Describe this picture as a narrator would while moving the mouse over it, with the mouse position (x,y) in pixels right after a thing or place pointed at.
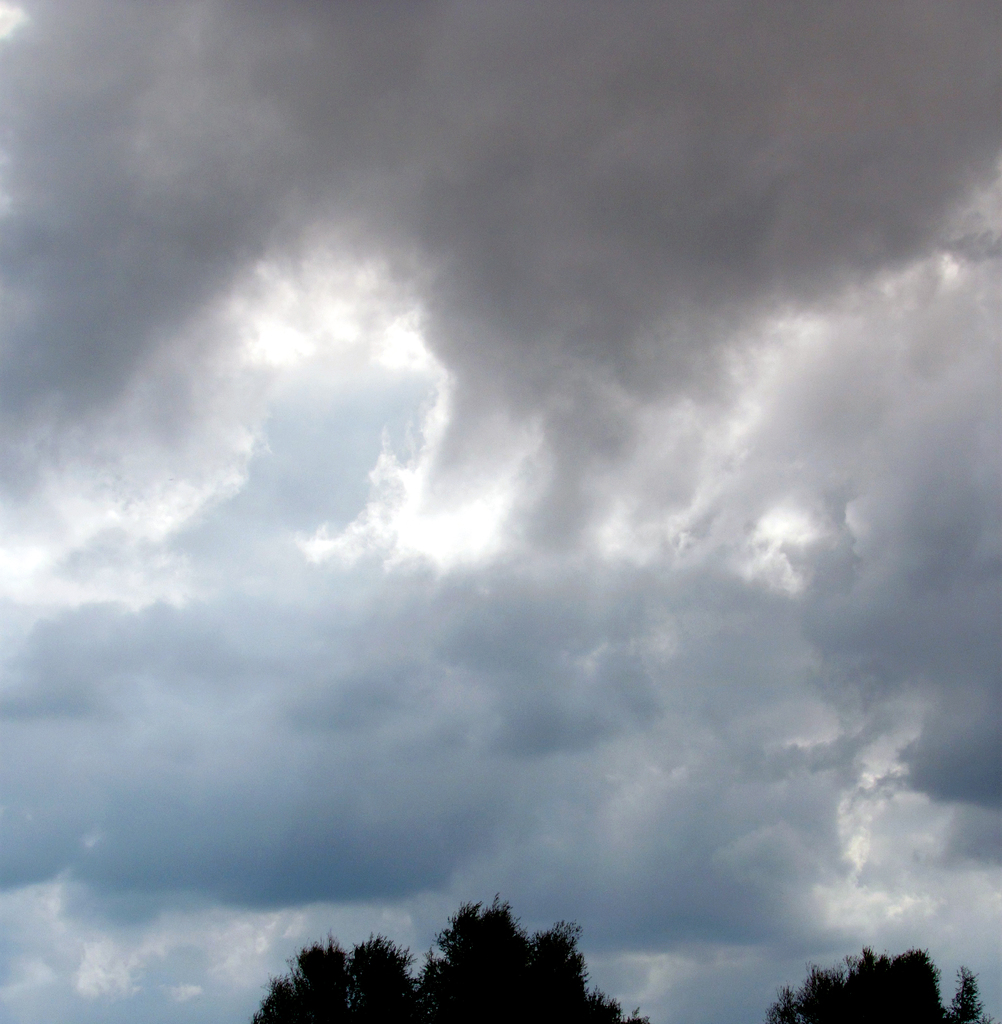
In the picture i can see some trees (339,964) at the bottom of the picture (415,971) and in the middle of the picture (547,503) there is cloudy sky (650,434).
